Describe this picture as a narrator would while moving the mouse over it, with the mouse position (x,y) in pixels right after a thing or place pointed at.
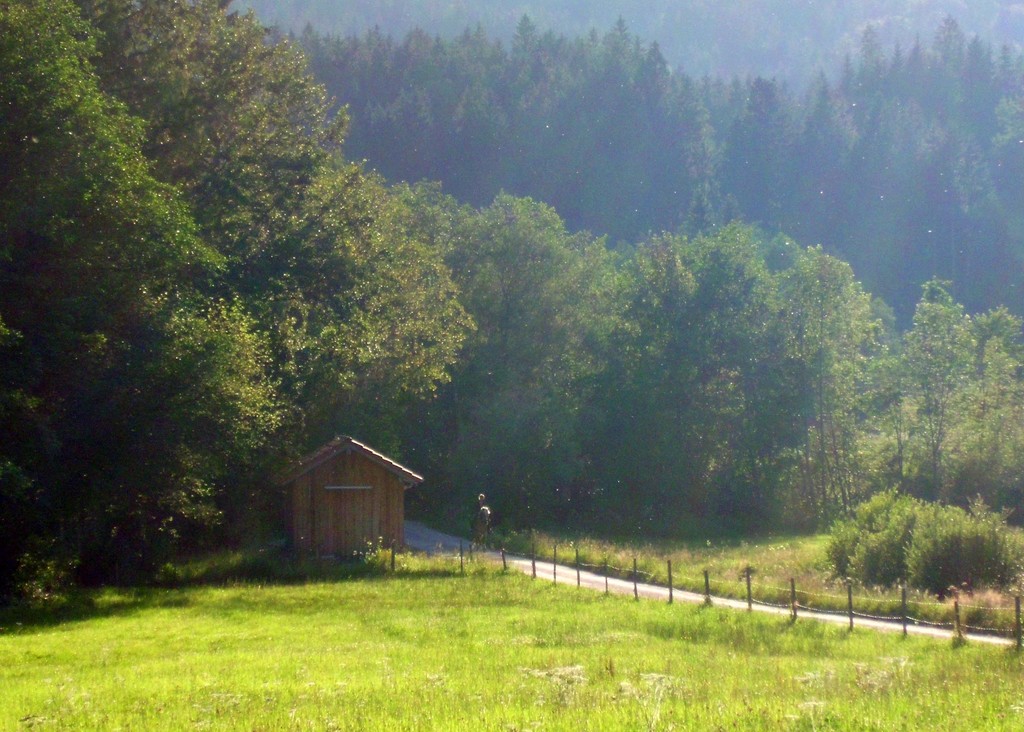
In this image we can see grass (323,575), road (523,558), fence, wooden house (363,513) and trees (826,344) in the background (455,179).
